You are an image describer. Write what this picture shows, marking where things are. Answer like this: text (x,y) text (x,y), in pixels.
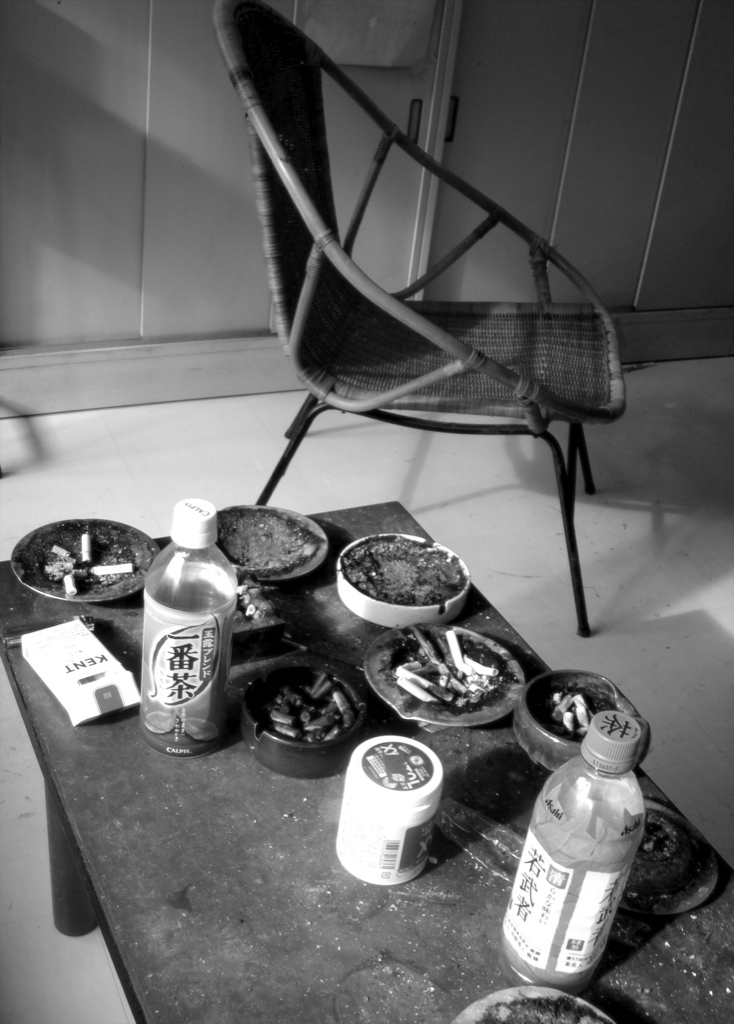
In this image, there is a chair (269,162) behind this table (272,880). This table (223,890) contains bottles (575,843) and ash trays (536,682).
